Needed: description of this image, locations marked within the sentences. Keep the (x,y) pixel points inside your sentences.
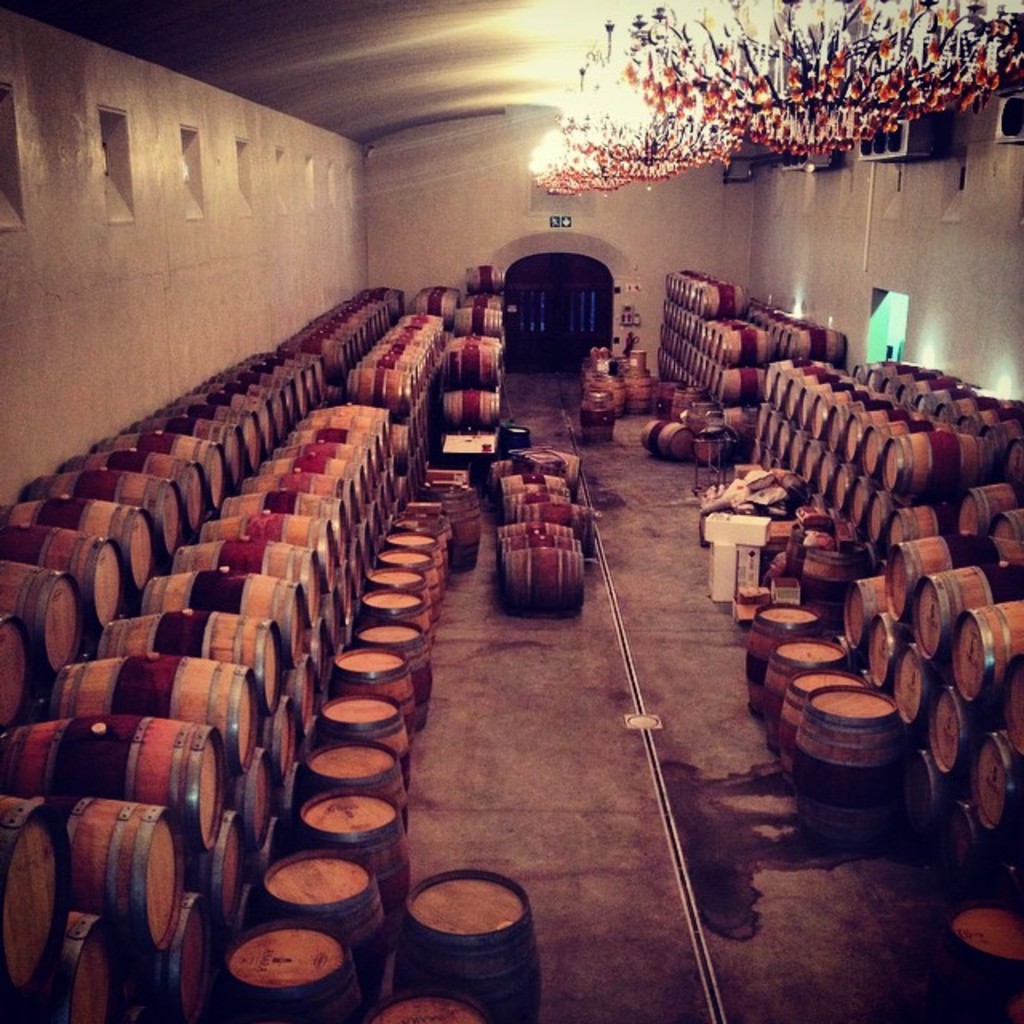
In this picture we can see a room (565,414) with full of drums (883,444) arranged in a line one after the other and in the background (436,194) we can see wall (456,204), arch (540,253), chandelier (592,142), speakers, path (662,464).
